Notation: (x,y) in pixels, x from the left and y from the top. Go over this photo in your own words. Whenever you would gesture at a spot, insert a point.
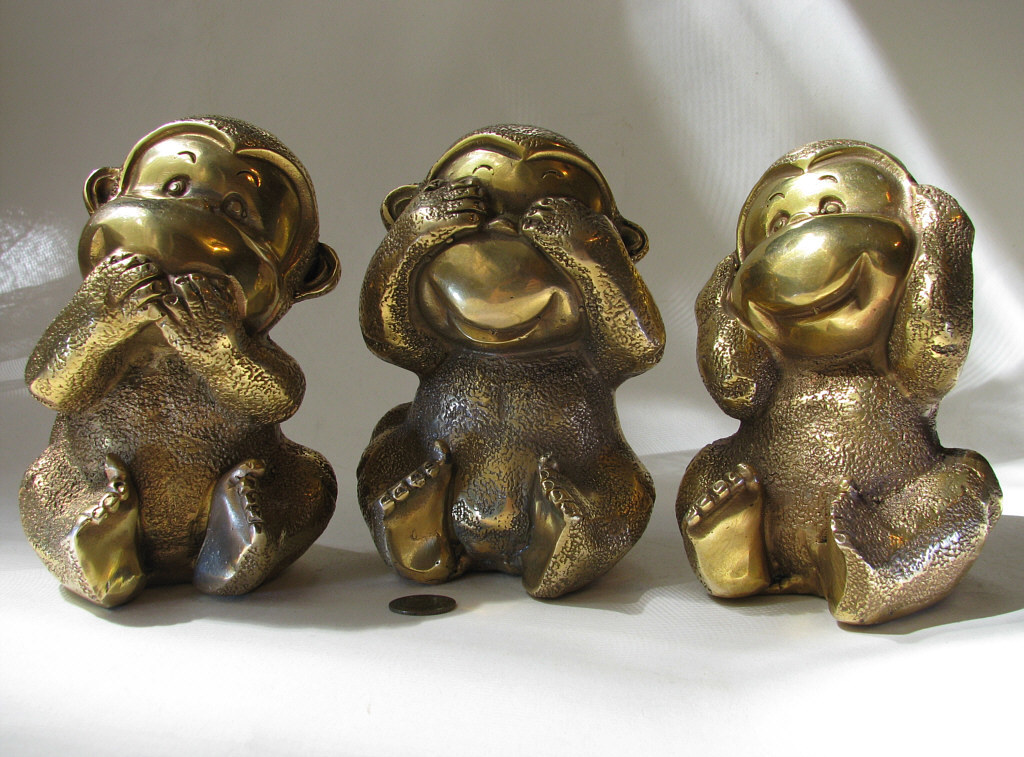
In this picture, we see the statues (614,274) of the toys (497,274) of three monkeys (489,345) are placed on the white table (503,614). In the background (414,152), we see a white wall (310,128).
